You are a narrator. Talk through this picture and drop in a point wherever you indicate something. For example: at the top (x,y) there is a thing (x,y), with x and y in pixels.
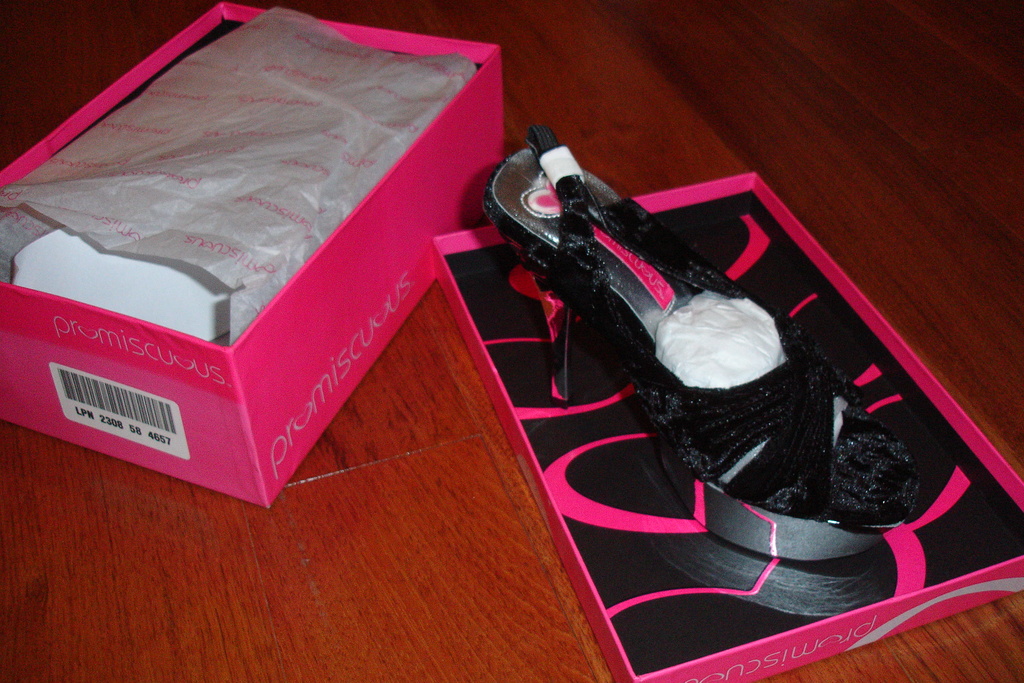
In this picture there is a sandal (598,309) and its box (401,232) in the center of the image (501,322), which are placed on a table (224,676).
